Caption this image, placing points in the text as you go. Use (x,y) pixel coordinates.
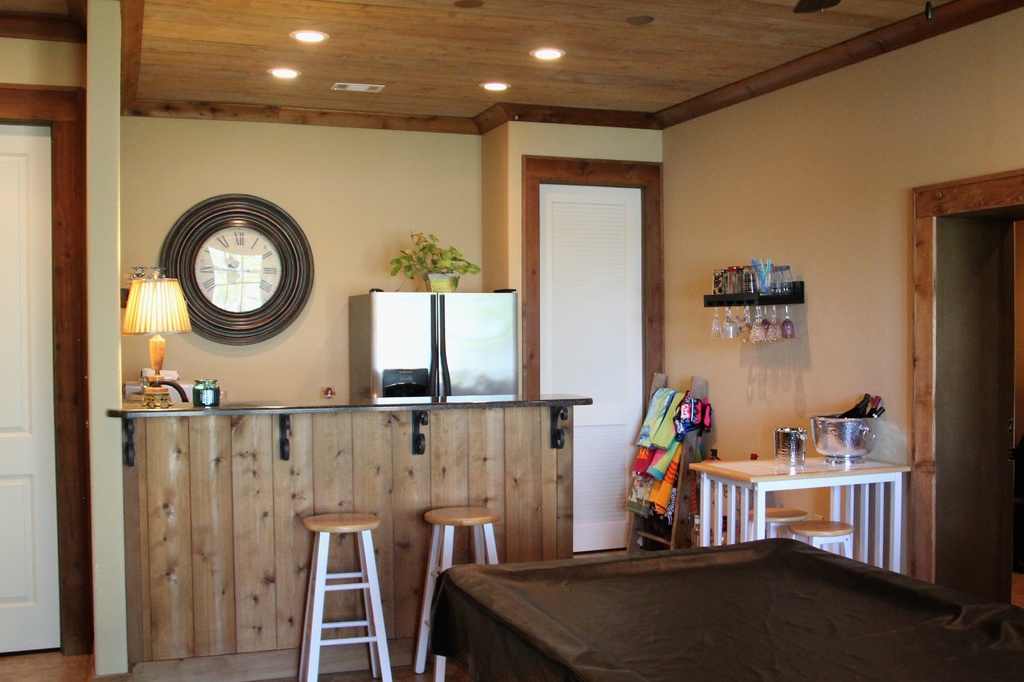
In the middle of the image (381,355) we can see clock (271,275), refrigerator (504,336), potted plant (440,275), lamp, countertop (514,404), stools (328,535) and one bottle (201,394). Right side of the image (741,312), there is a table (834,481), stools (807,532), towels (663,489), stand (689,466) and glasses (765,335). There is a table (660,656) at the bottom of the image (800,644). We can see a door (39,182) on the left side of the image (47,336).
